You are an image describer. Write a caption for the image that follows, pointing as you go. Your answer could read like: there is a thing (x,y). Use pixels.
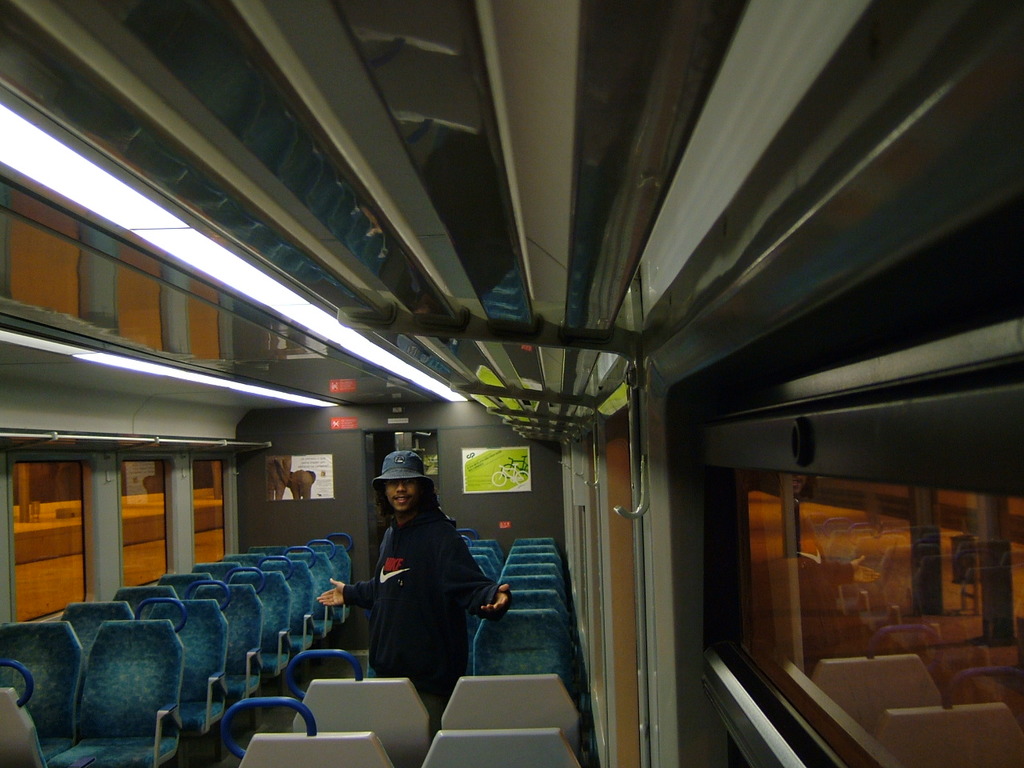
This picture is an inside view of a vehicle (441,427). In the center of the image (427,499) we can see a man (430,551) is standing and wearing dress (399,606), hat (407,468). In the background of the image (448,487) we can see the seats (561,752), posters (501,456), wall (549,477), glass windows (55,499). At the top of the image (586,134) we can see the lights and roof (880,132). Through windows (69,520) we can see the platform (37,575).
